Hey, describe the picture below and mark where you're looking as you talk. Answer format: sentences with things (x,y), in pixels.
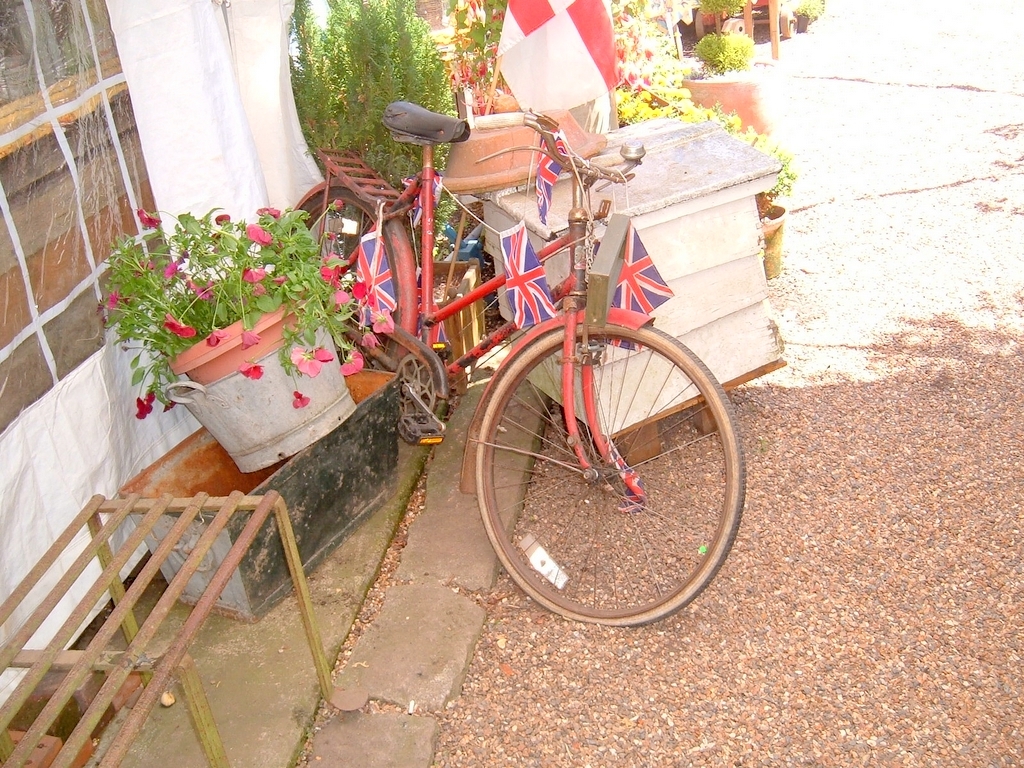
In this picture I can see a bicycle (557,124), there are flags (552,43), bench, there are plants (340,28), flowers (622,117) and there is a cloth (75,165).
